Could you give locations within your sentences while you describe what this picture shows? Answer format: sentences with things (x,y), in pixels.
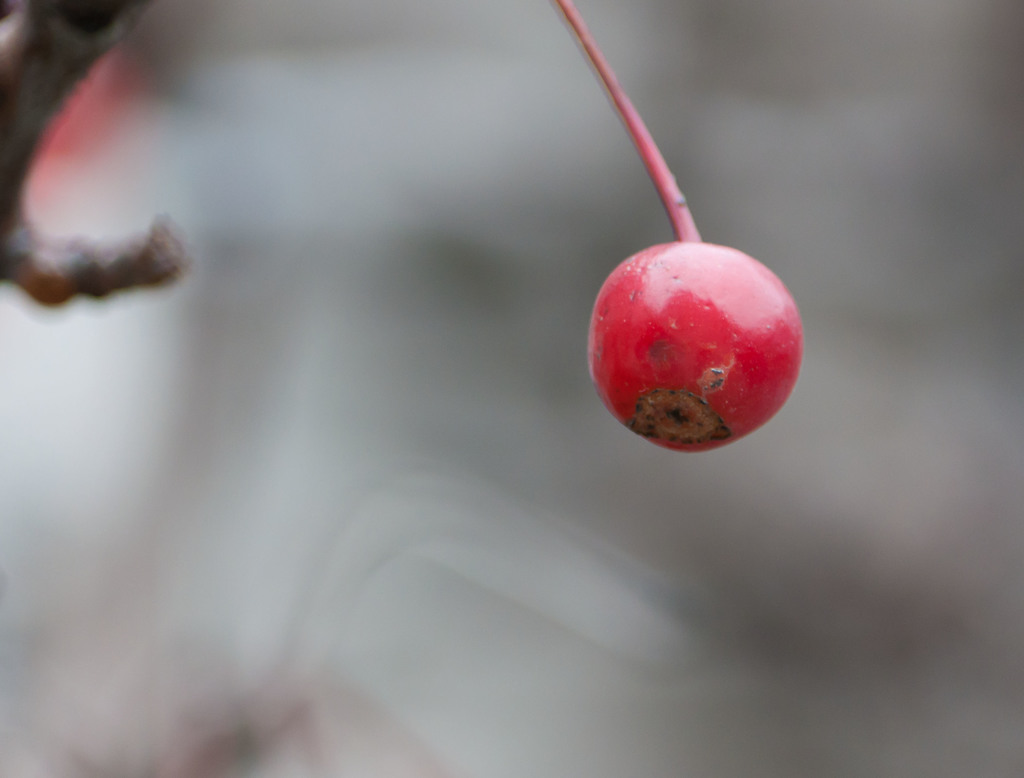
This is a macro photography of a fruit (609,314) with a blur background (254,209).
